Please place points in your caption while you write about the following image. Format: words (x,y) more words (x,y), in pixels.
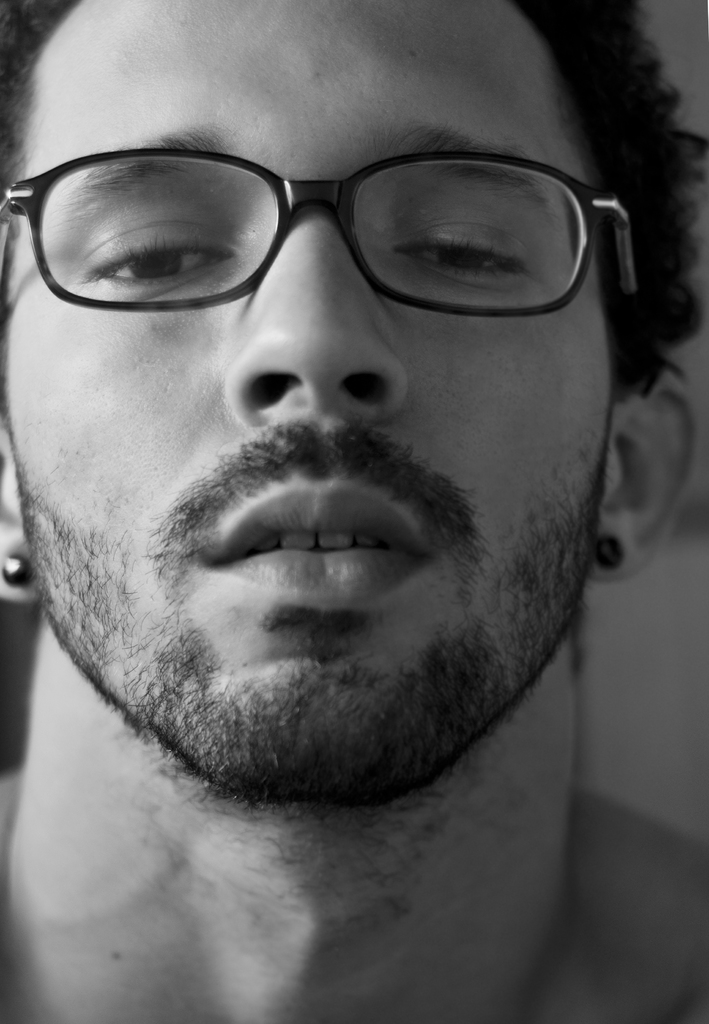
There is a black and white image. In this image, there is a person (172,432) wearing spectacles (108,282).
